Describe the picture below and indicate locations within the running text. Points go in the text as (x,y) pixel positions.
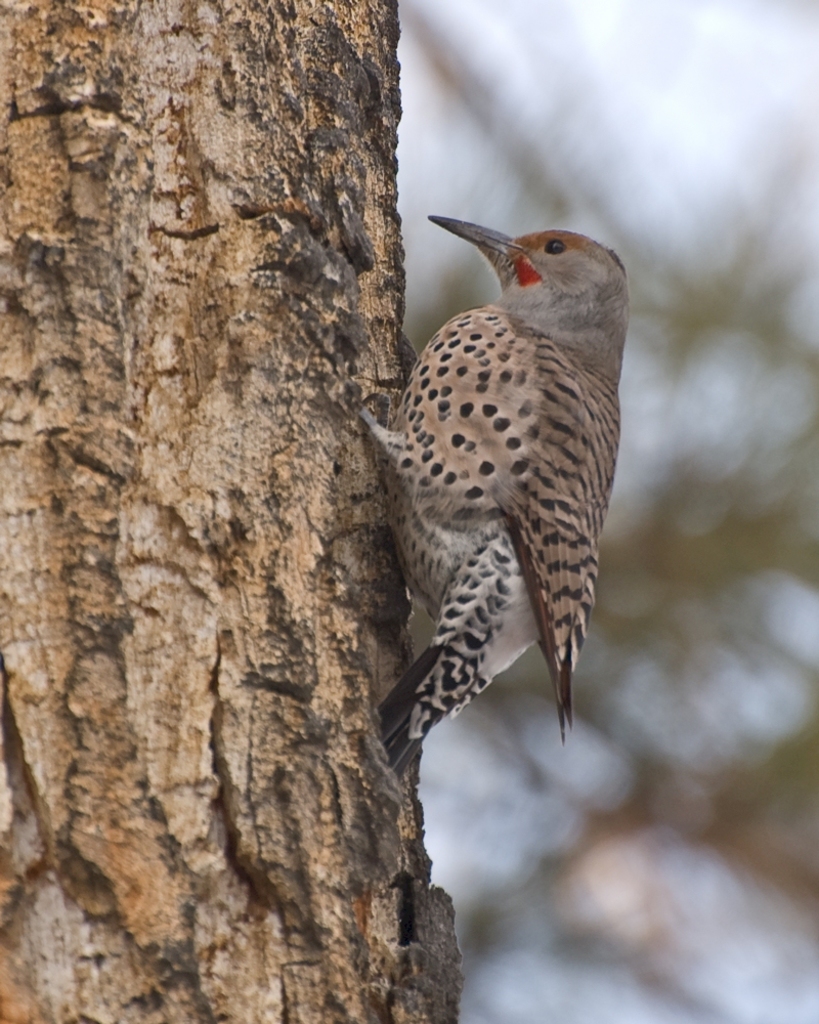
This picture might be taken from outside of the city. In this image, in the middle (532,520), we can see a bird (549,520) standing on the tree stem (209,302). In the background (768,3), we can also see some trees (710,625) and a sky (783,202).
